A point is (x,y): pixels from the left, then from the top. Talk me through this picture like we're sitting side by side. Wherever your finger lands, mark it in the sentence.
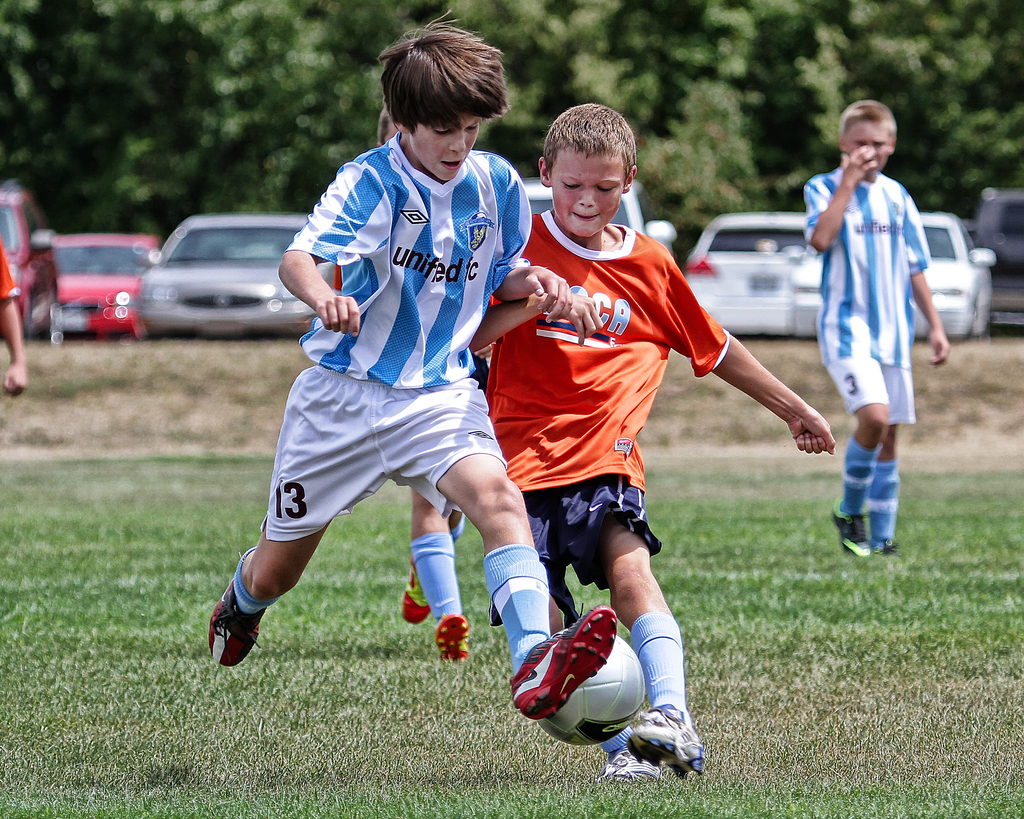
This image is clicked in a ground (227,488) where there are four children (607,305), they are playing a game. There is a ball (602,716) in the bottom (587,709). There are trees (671,38) on the top (789,80). There are cars (798,282) in the middle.
